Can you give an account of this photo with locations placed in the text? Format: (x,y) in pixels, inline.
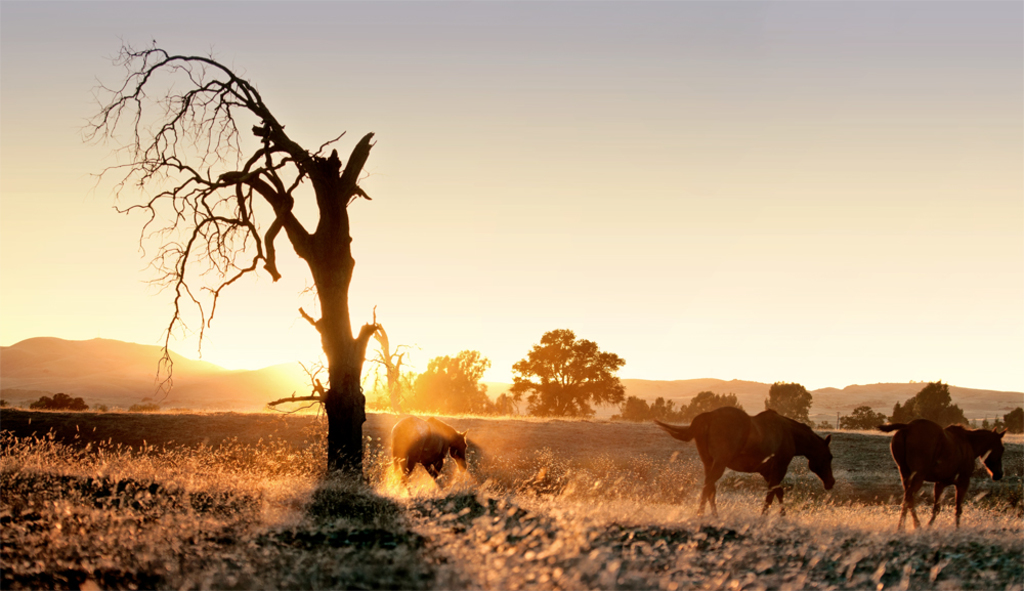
In this image I can see a tree (255,104) and horses (446,457). There are trees (919,412) and mountains (165,376) at the back (118,351). There is sky (627,148) at the top (627,148).
